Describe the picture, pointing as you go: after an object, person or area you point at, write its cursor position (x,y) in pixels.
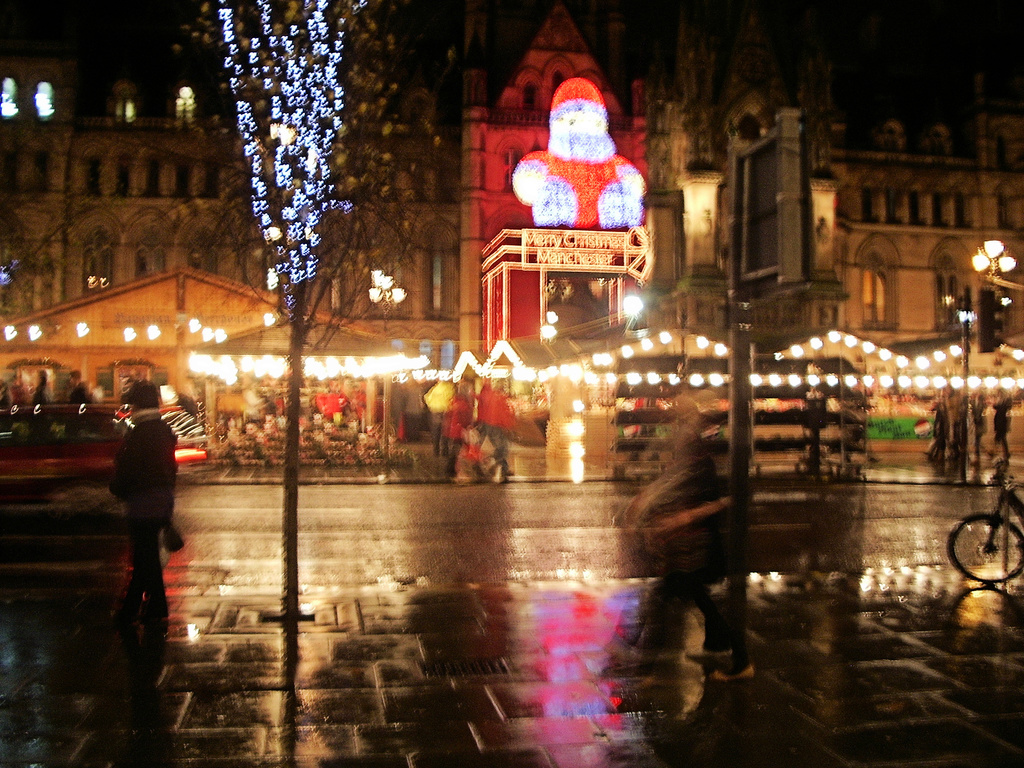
This image is taken during the night time. In this image we can see the buildings (891,247) with lights (854,386). We can also see the trees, vehicles (54,471) and also a pole (733,373) with the board (739,247). We can also see the people (454,435) walking on the path (79,605). We can see the road (349,541) and also the path (611,648).
